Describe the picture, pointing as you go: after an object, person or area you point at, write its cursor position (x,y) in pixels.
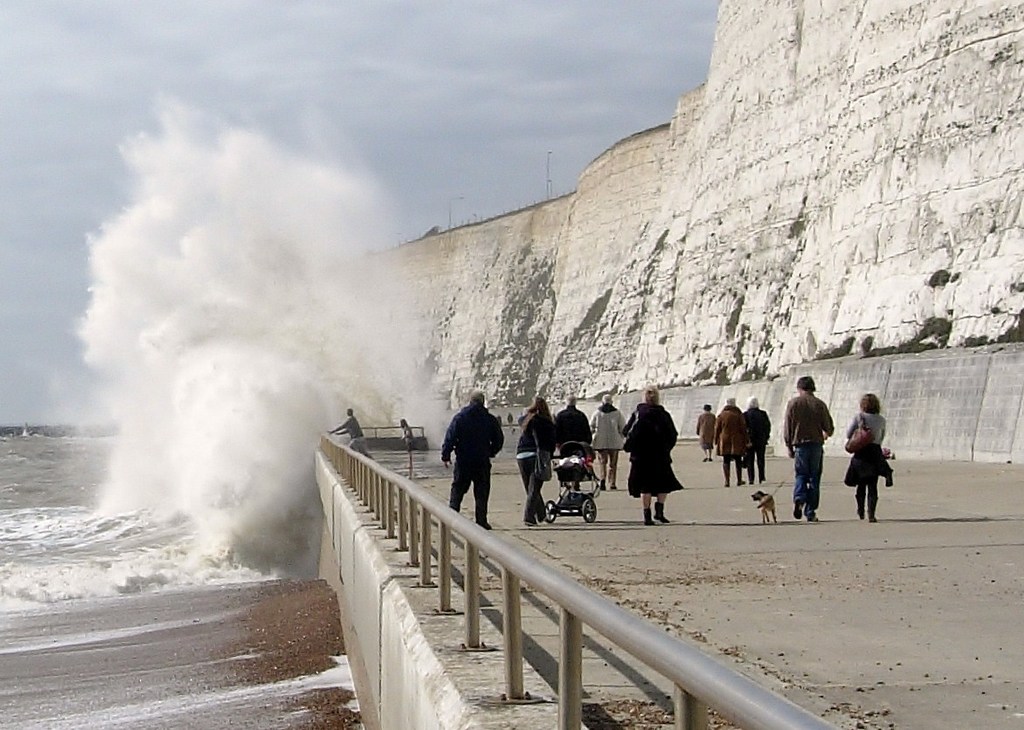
On the left side (140,434) there is water (153,493). Near to that there is a wall (392,589) with railings (355,464). There are many people (616,415) walking. And a person (550,435) is holding a stroller (568,470). On the right side (784,223) there is a big wall (569,195). In the background (317,106) there is sky (228,45).
